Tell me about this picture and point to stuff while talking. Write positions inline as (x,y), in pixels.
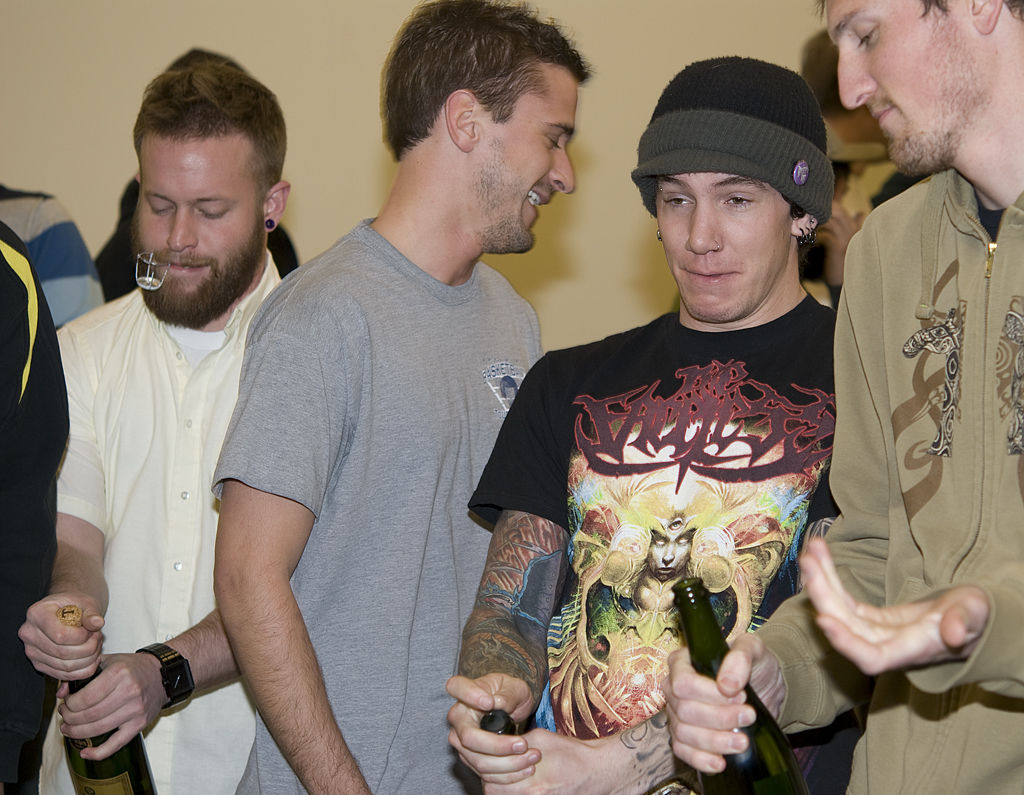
On the right side (981,352) a man (981,352) is standing and holding a wine bottle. Beside him there is a person (676,465), this person (715,435) wore black color t-shirt (691,432) and a cap (775,182). On the left side (152,230) there are 2 men (278,386).
